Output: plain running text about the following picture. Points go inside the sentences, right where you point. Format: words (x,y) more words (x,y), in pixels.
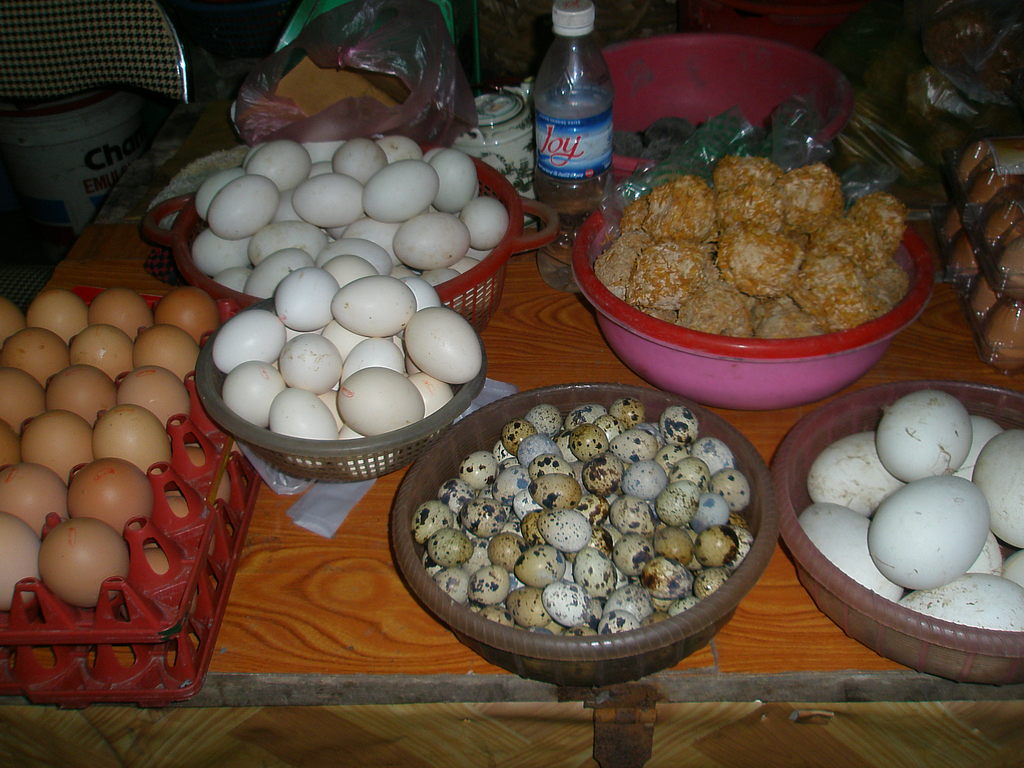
On this table (145,276) we can see bowls (807,484), eggs (423,403), bottle (552,172) and things (770,202).
